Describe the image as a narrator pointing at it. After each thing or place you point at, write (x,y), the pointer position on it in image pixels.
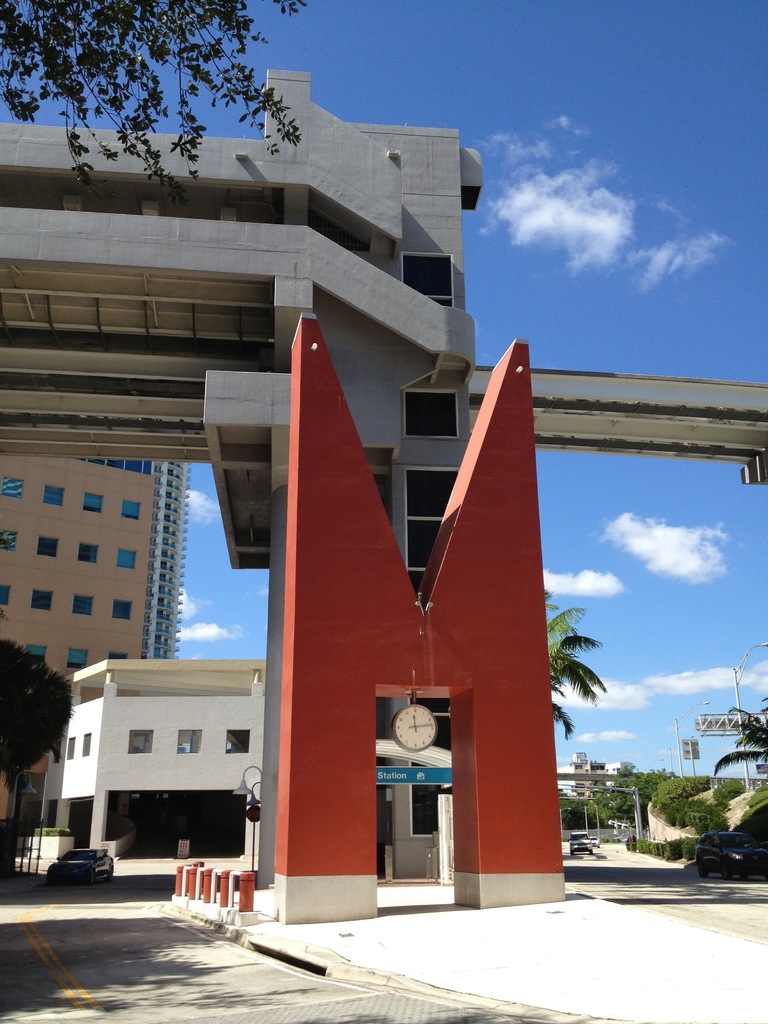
In this image I can see buildings (394,521), fence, trees (630,813), poles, windows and the sky (547,555). This image is taken may be during a day.
